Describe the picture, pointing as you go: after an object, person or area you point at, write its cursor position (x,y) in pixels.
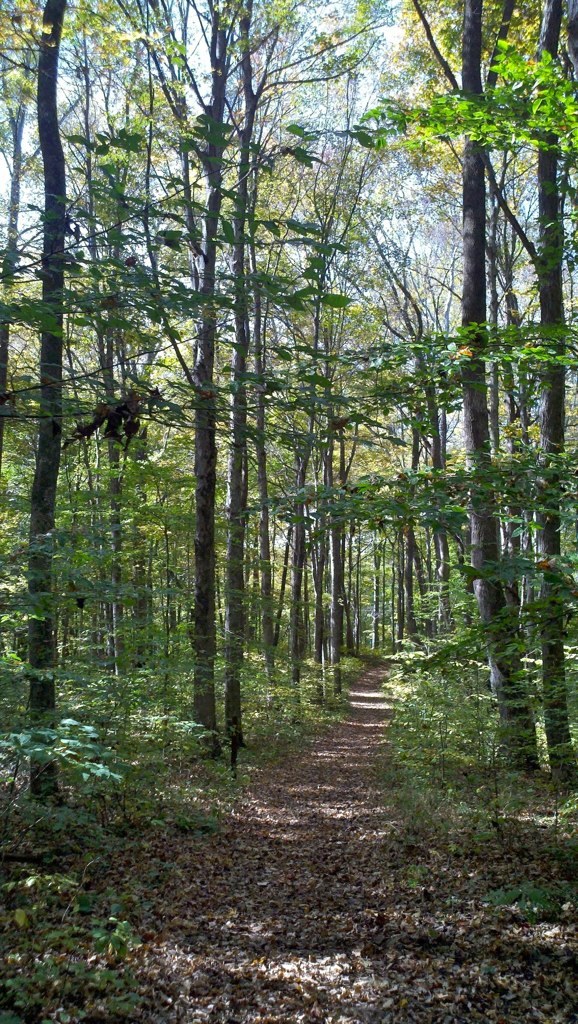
In this picture we can see dried leaves (250,804) on the ground (261,781), trees (300,417) and in the background (196,103) we can see the sky (189,107).
